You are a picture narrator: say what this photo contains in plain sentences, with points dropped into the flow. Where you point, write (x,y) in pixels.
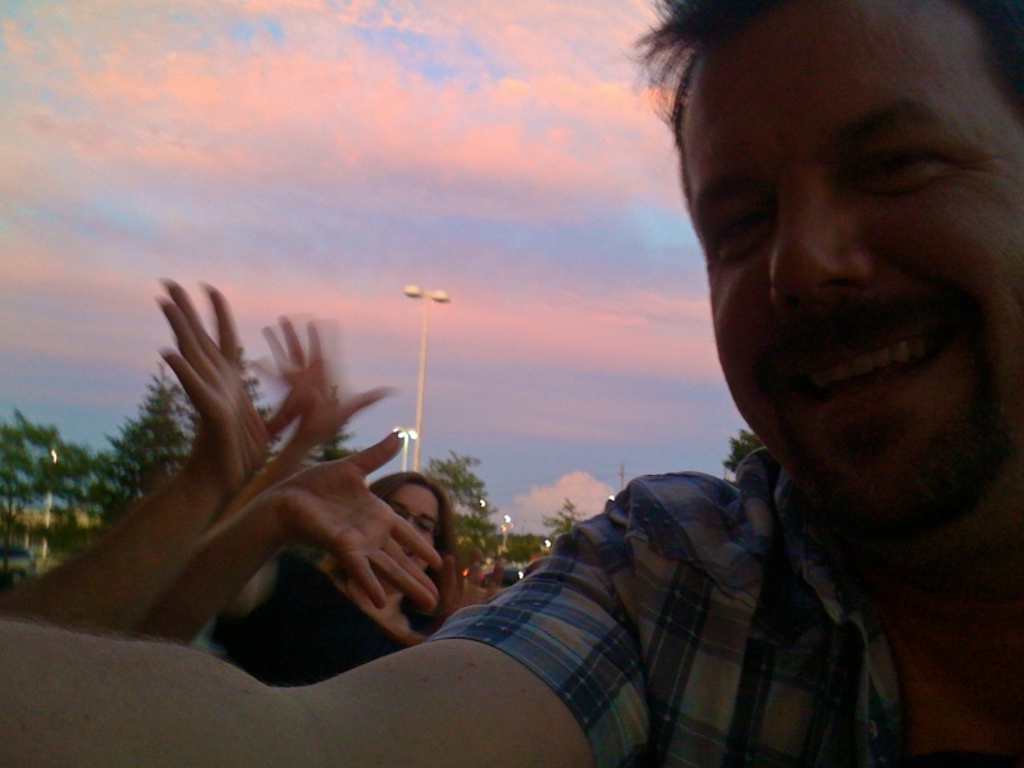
In this image, we can see a person (894,331) wearing clothes (749,649). There are hands (224,425) on the left side of the image (130,559). There is a pole (422,330) in the middle of the image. In the background of the image (355,357), there are some trees (458,514) and sky (471,345).
